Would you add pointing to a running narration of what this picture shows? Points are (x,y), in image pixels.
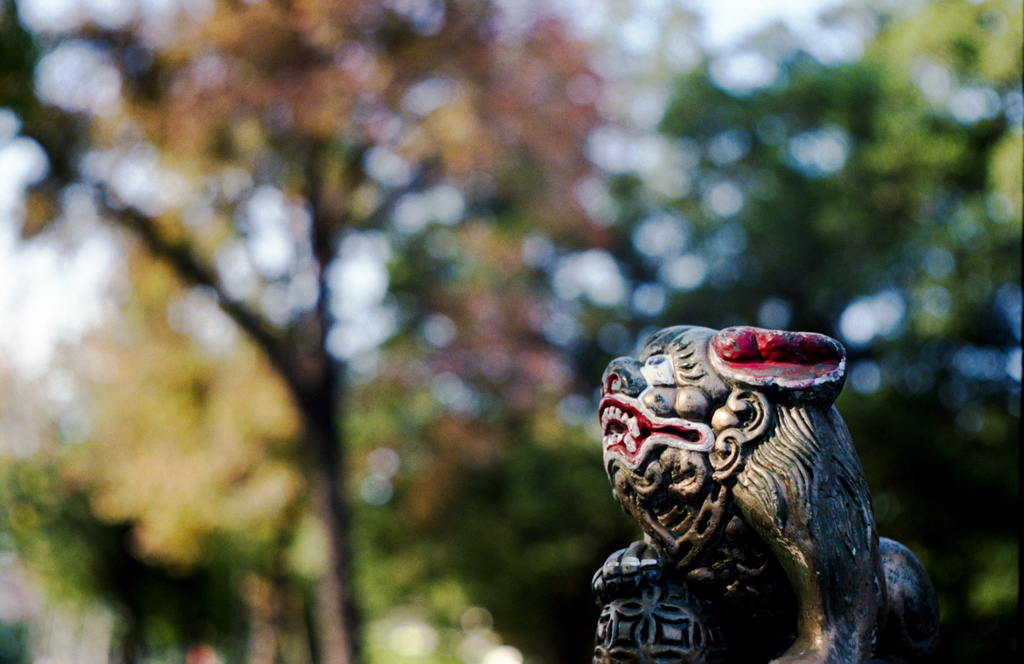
In this picture we can see trees (267,441) and sky (347,334) it is blurry.
